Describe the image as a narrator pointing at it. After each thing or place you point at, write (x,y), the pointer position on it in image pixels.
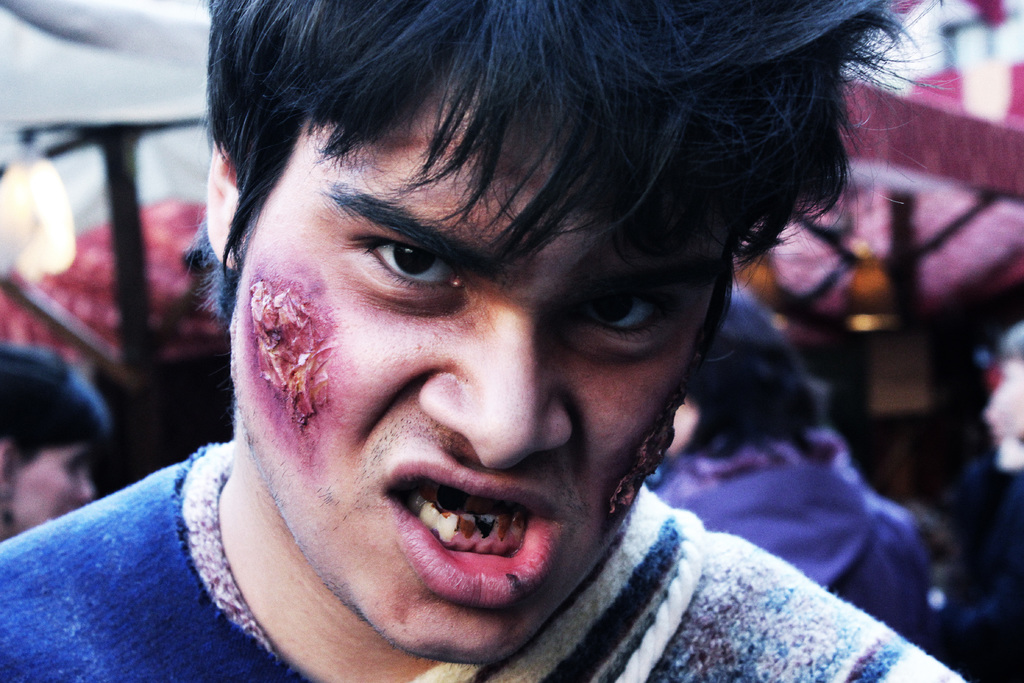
In this image we can see a man (268,368). In the background (77,150) the image is blur but we can see few persons (996,441) and objects (139,156).
